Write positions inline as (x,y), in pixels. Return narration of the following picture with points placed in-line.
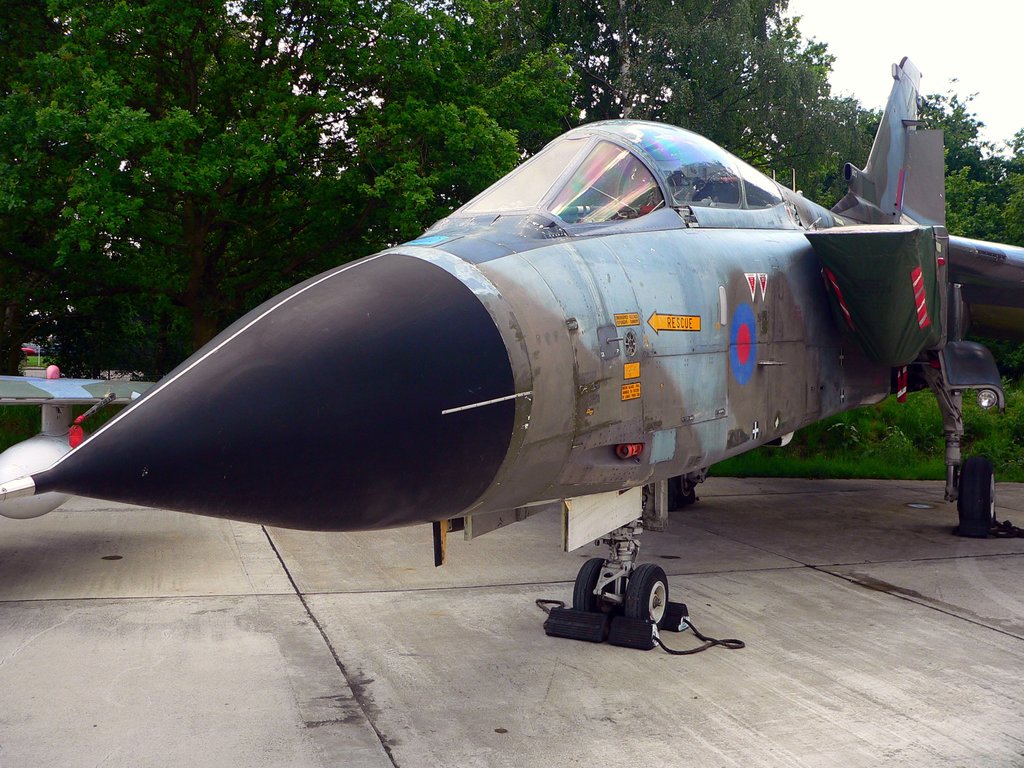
In this image there is a flight (919,105) on the floor (330,594), there are few trees (70,178), grass (976,427) and the sky (936,68).
